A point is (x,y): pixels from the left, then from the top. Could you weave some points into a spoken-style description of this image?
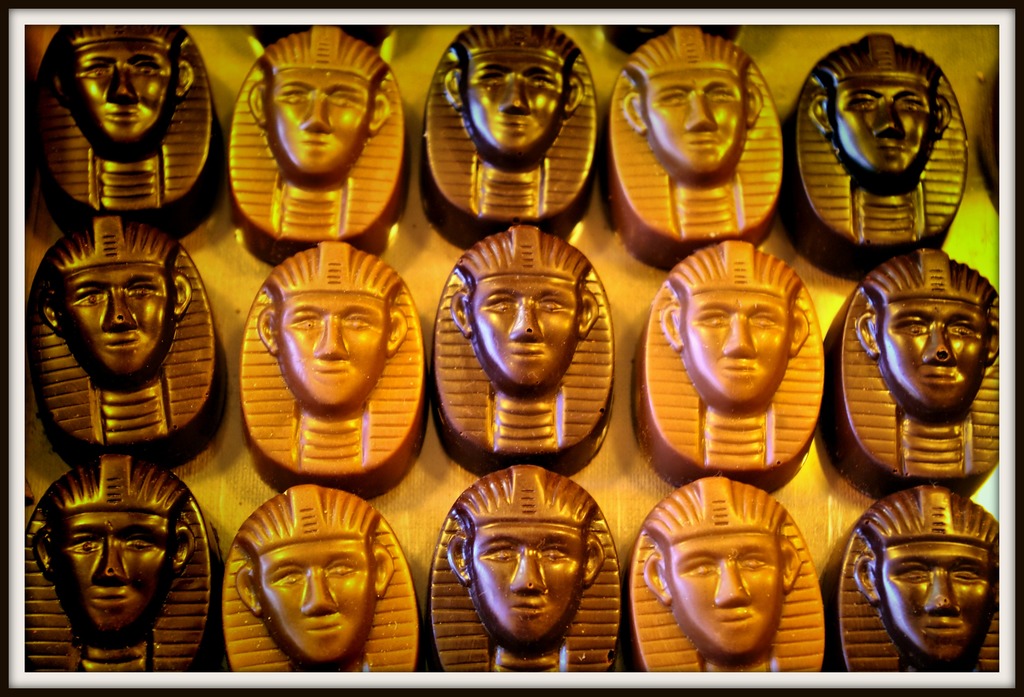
In this picture there are Pharaohs (173,328) in the image.
